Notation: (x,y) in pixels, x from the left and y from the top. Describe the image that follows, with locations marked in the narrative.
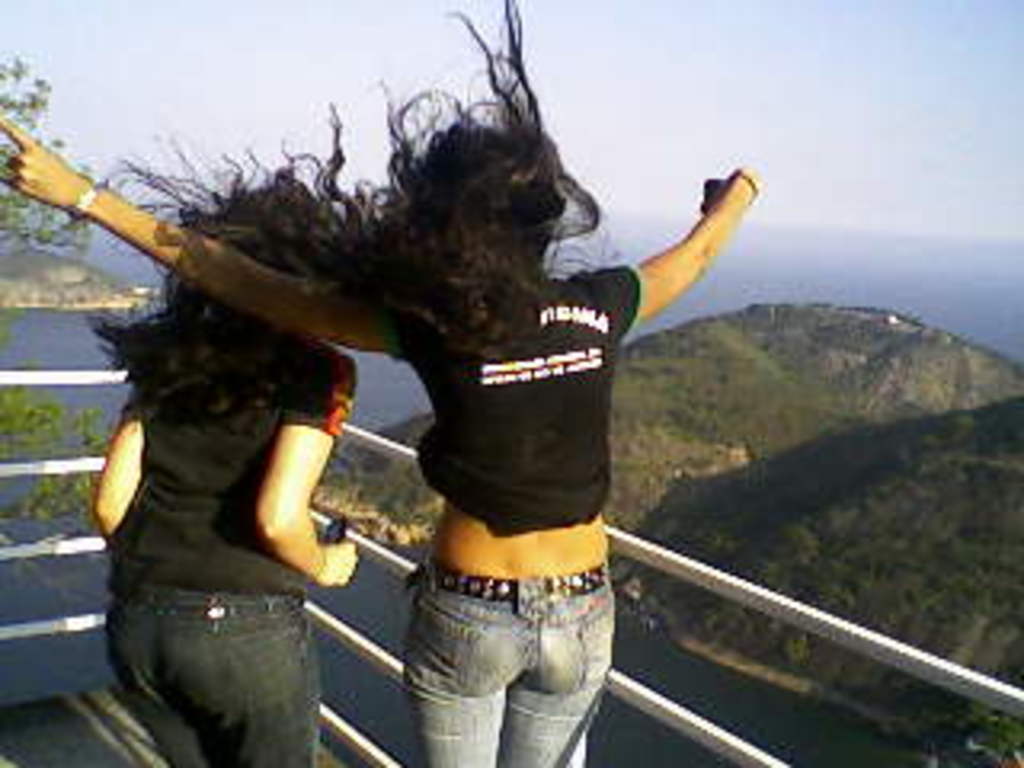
This picture is clicked outside. In the center (433,368) we can see the two persons (447,416) wearing black color t-shirts (211,463) and standing and we can see a guard rail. In the background (834,682) there is a sky (49,56), trees (967,566) and some other objects (726,342).
